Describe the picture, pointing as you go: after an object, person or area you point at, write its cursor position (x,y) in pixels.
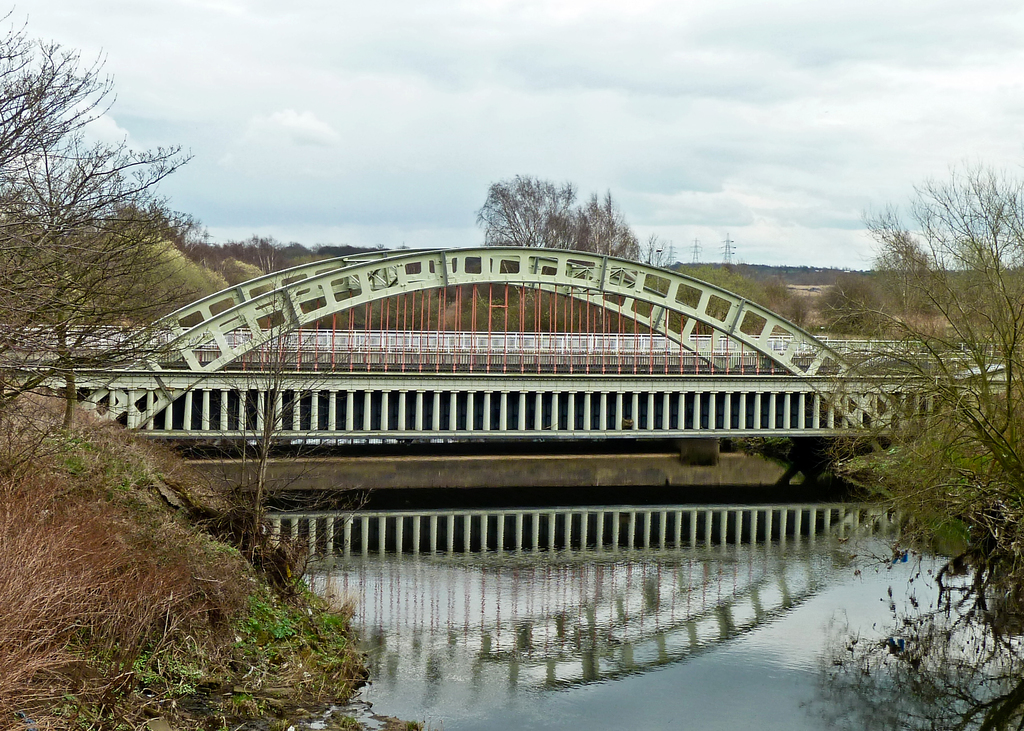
In this image I can see the water (540,647). On the left (67,367) and right side (993,452), I can see the trees (972,468). In the middle (471,374) I can see a bridge (517,336). In the background (560,142), I can see the clouds (689,120) in the sky (695,156).
